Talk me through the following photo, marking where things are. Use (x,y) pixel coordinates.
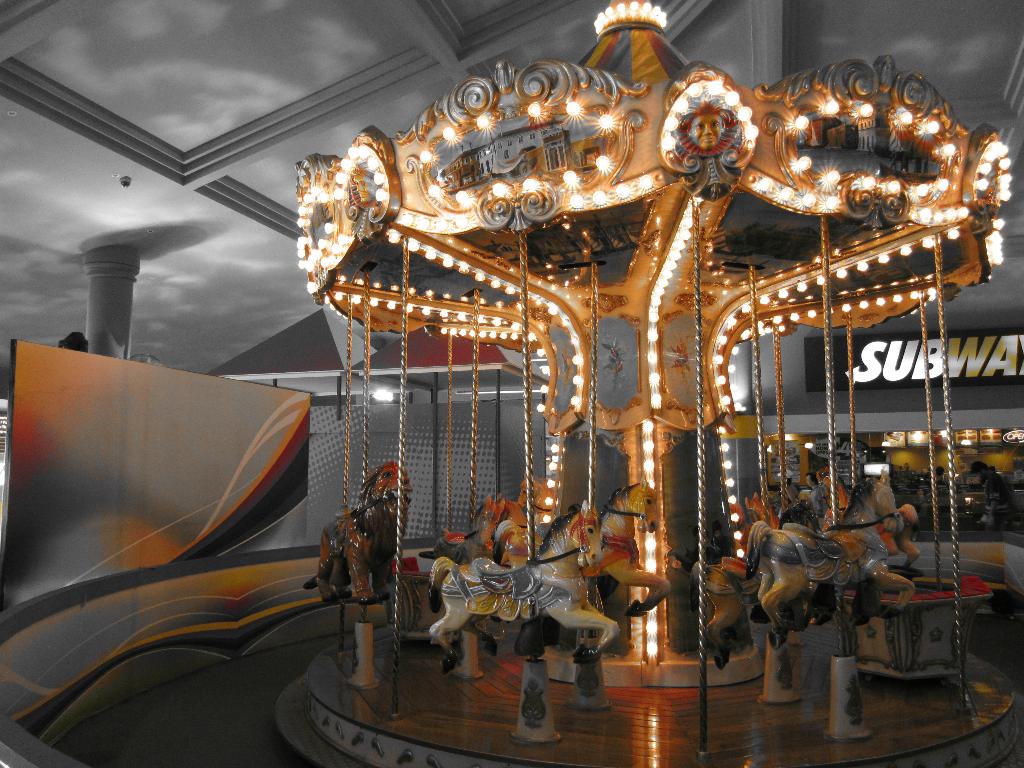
In this image I see the merry-go-round (315,706) and I see the lights (624,7) and I see a word (990,374) written over here and I see the platform (295,737) and it is a bit dark in the background (870,52).
